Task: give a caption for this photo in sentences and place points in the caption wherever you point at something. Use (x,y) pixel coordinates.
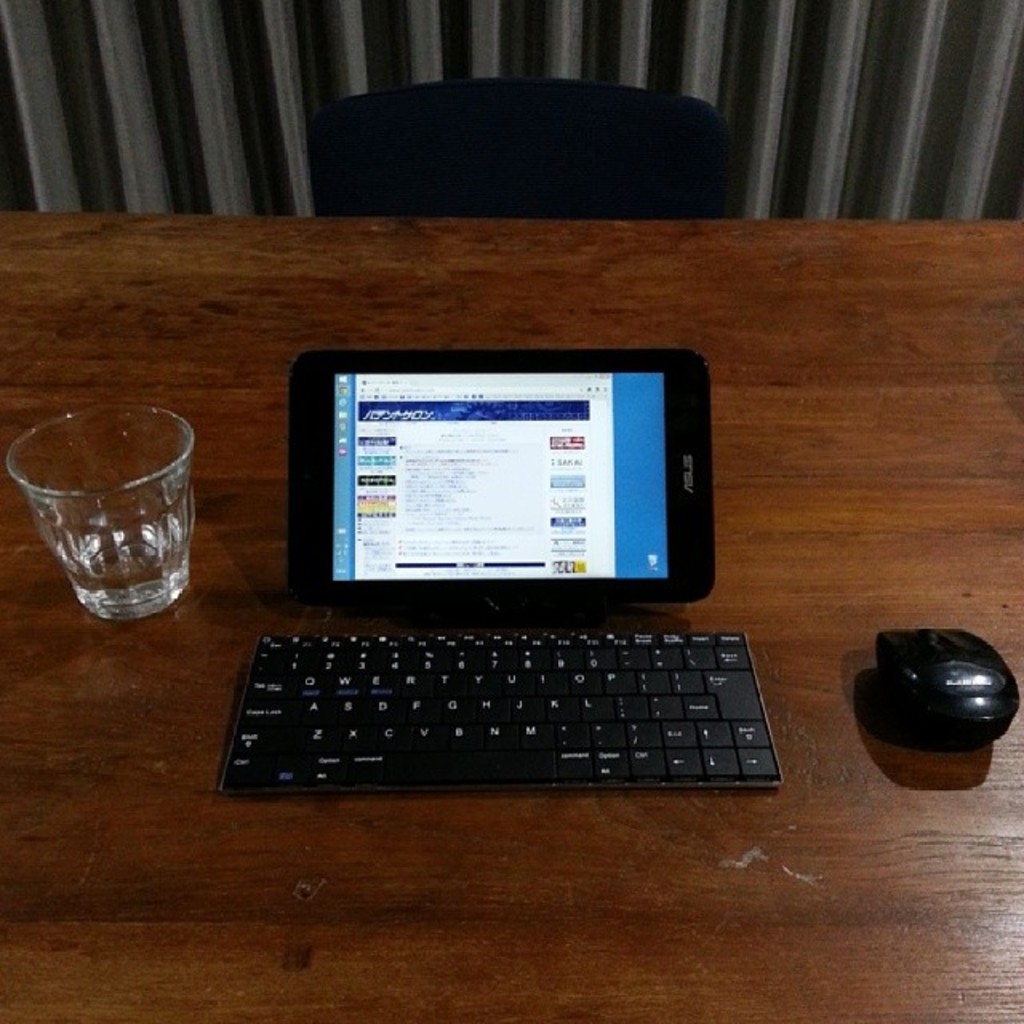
This picture comprises of a table (189,663), a tab (348,584), a wireless keyboard (603,657), a wireless mouse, a water glass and a chair (613,118) and curtain (866,150) in the background (852,112).
